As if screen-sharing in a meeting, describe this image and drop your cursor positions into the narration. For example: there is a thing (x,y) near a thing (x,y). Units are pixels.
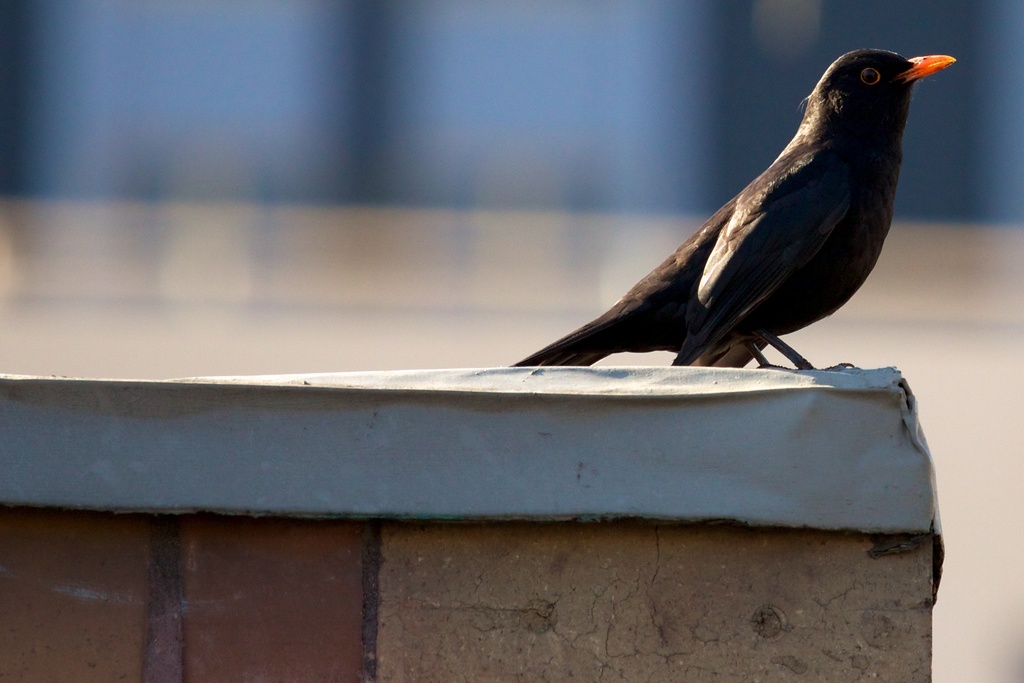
In this image we can see a bird (800,253) on the wall (558,513) and background (941,13) is blurred.
